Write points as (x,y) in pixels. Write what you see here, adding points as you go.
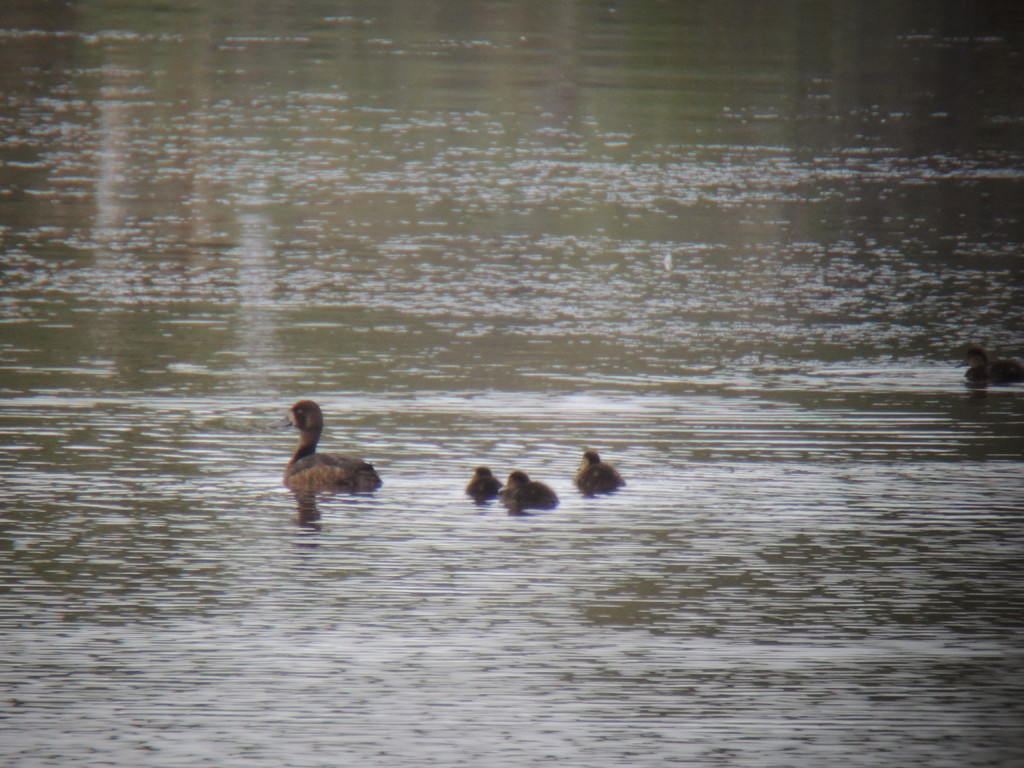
This picture is clicked outside the city. In the center (365,475) we can see a bird (342,473) and some other objects (532,494) in the water body (215,580).
